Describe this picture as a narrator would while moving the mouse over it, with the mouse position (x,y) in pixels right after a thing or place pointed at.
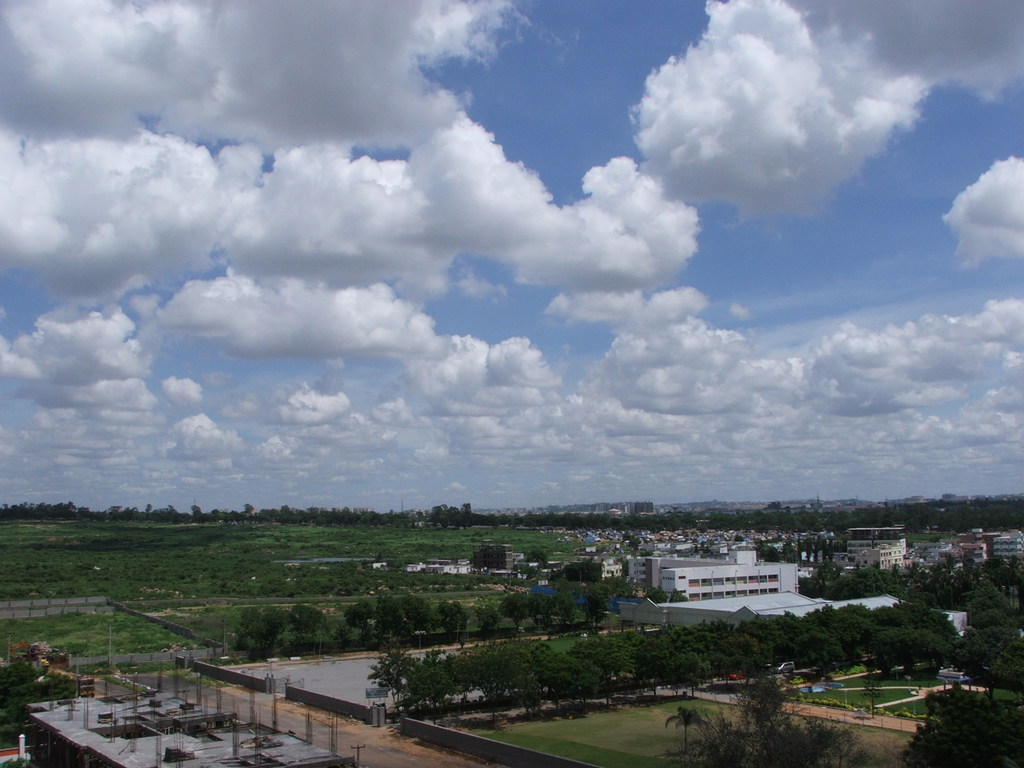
At the down there are trees (611,656) and buildings (663,618), at the top (659,249) it is the cloudy sky (588,222).
